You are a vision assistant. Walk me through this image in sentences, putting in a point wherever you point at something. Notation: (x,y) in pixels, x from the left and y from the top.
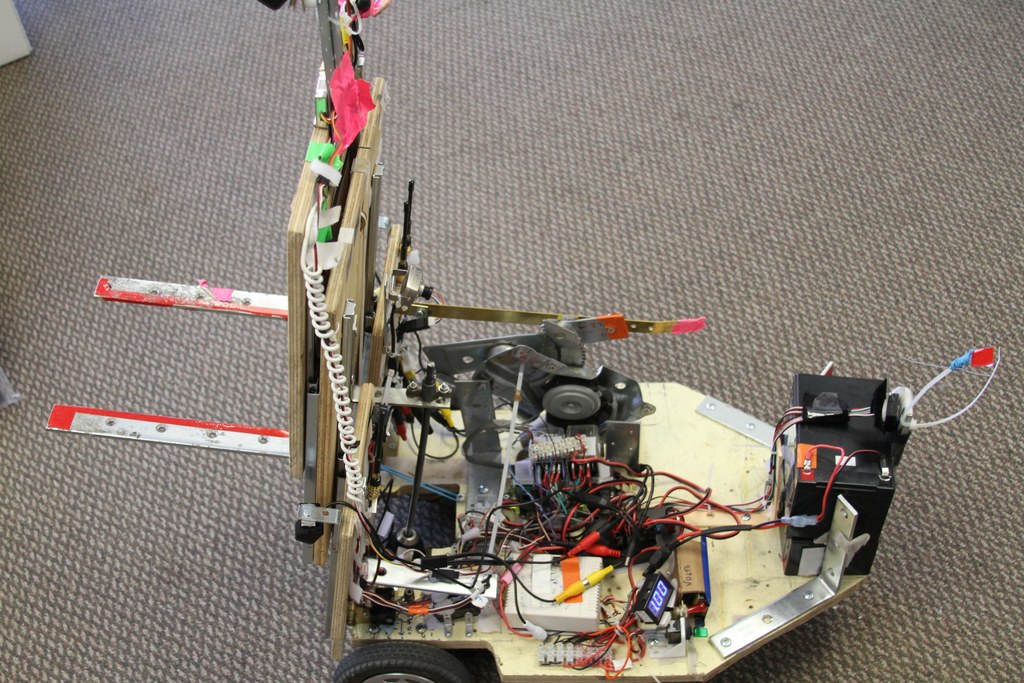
In this image we can see a gadget (557,543).
